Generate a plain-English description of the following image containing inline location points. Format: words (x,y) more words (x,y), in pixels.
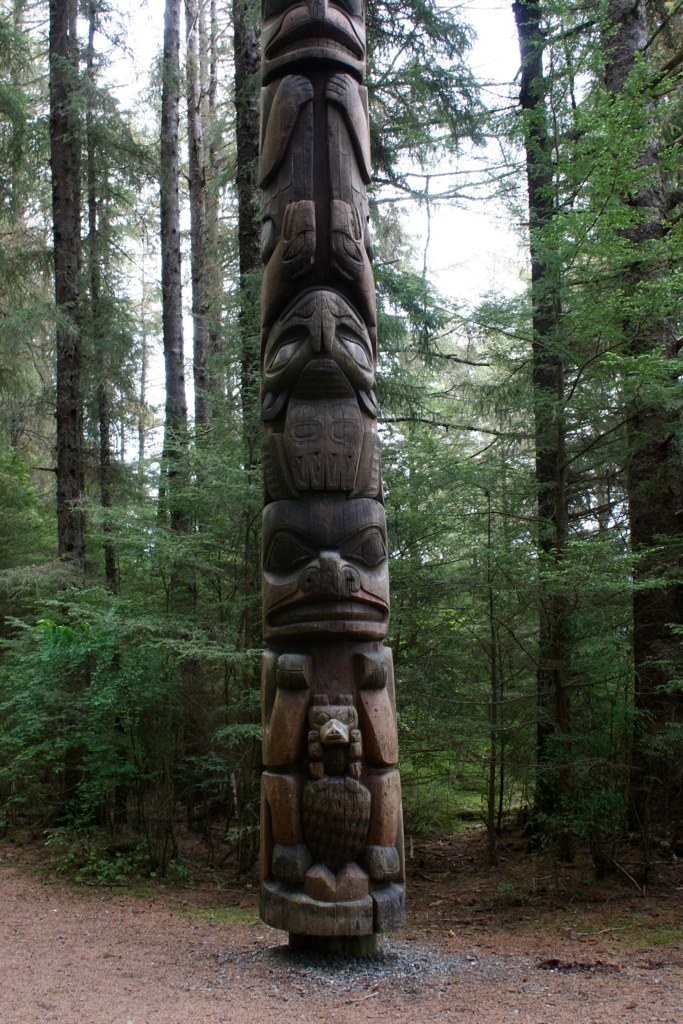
In this image I see an art (313,510) on this wooden pole (352,689) and I see the ground (561,939). In the background (9,663) I see number of trees (146,513) and I see the sky (225,15).
